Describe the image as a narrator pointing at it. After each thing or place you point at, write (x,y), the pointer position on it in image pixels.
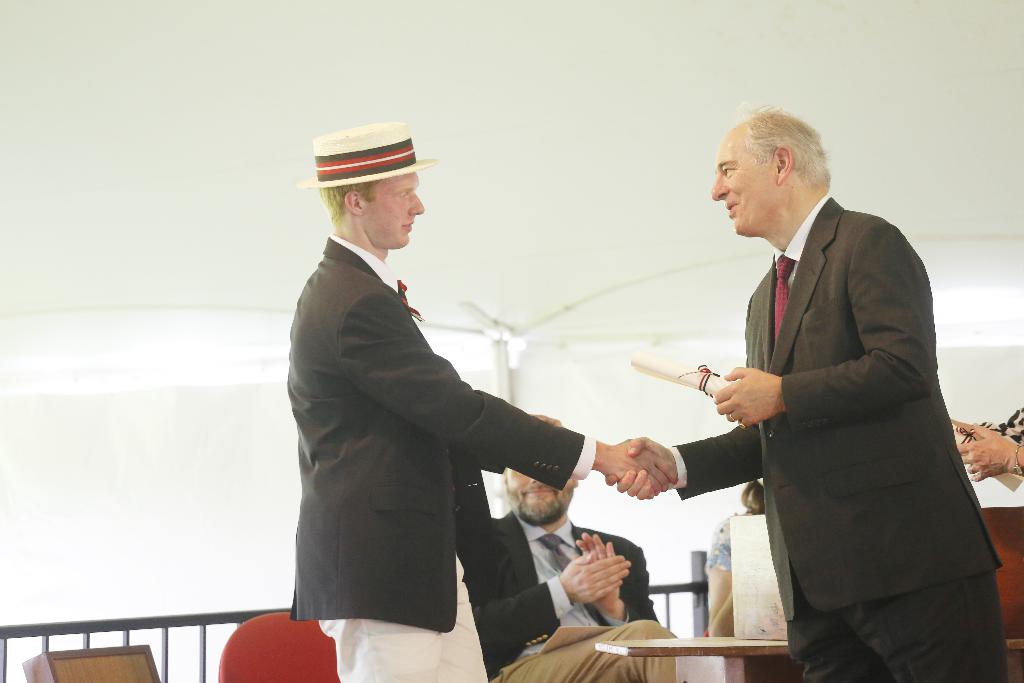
In the picture we can see two men (790,547) are standing and shaking hands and they are in blazers (954,558) and behind them we can see another man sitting on the chair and he is also in the blazer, tie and shirt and behind him we can see a railing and wall (711,529).
